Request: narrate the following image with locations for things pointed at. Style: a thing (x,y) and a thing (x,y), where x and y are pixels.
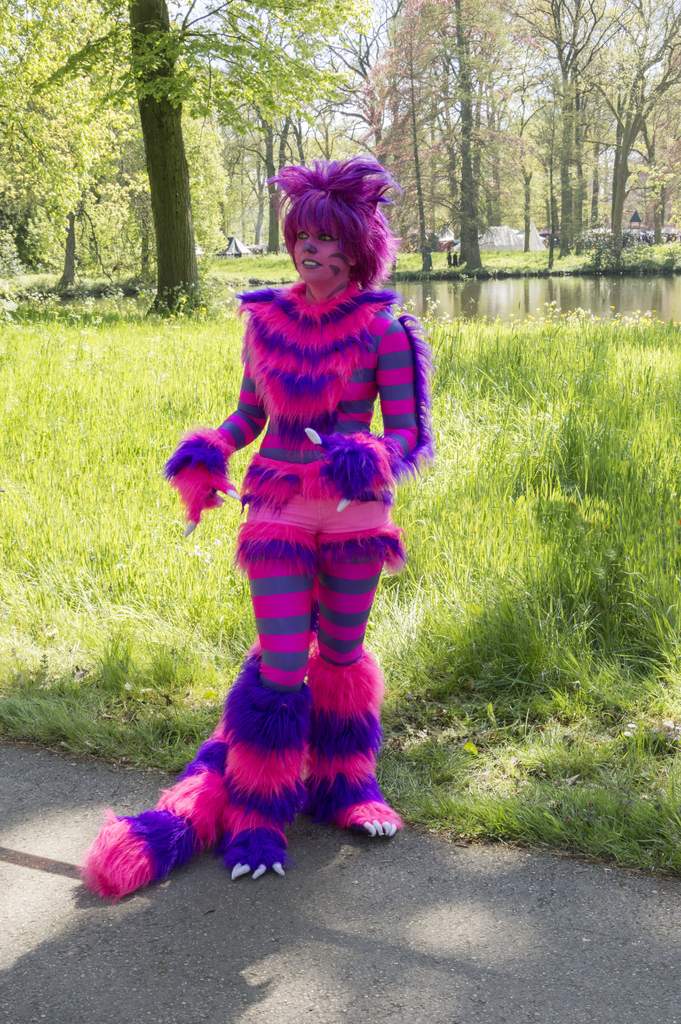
In the middle (422,373) I can see a woman (270,669) is standing on the road (313,838) in a costume (320,580). In the background (123,369) I can see grass (180,357), water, trees (153,211), hut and the sky (184,2). This image is taken during a sunny day.
